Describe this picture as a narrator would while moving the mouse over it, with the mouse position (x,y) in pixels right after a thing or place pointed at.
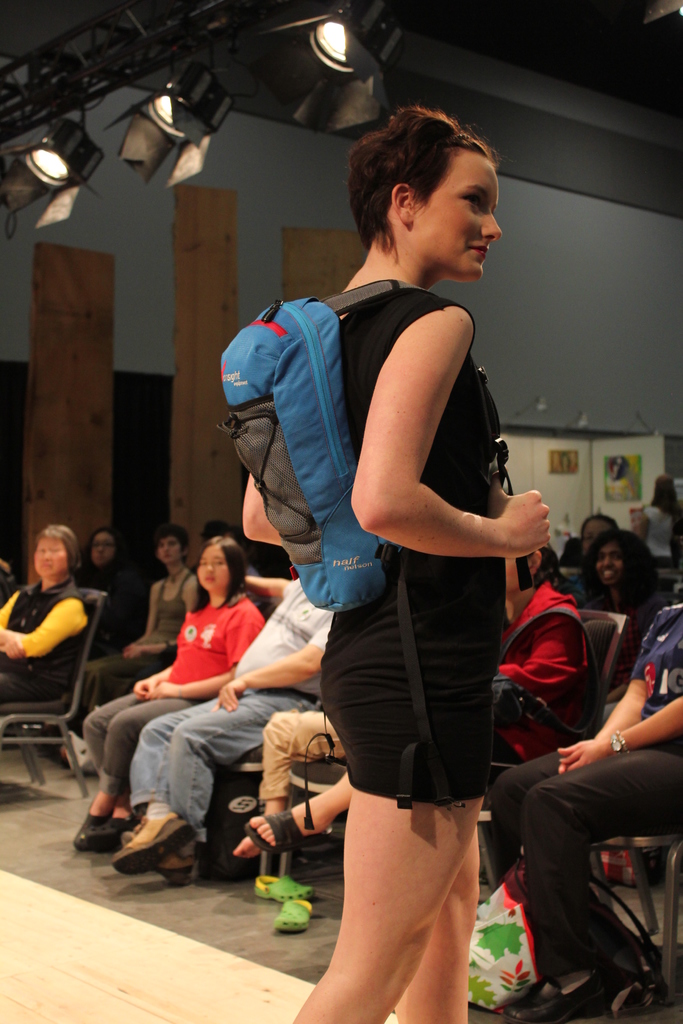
Here I can see a woman (383,639) wearing black color dress (384,336), a bag (334,334), standing facing towards the right side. In the background (571,742) there are many people (656,586) sitting on the chairs (671,995) and looking at this woman (402,773). At the top (327,29) there are few lights (328,38) attached to the metal rods (177,28). In the background (584,166) there is a wall (583,135).
